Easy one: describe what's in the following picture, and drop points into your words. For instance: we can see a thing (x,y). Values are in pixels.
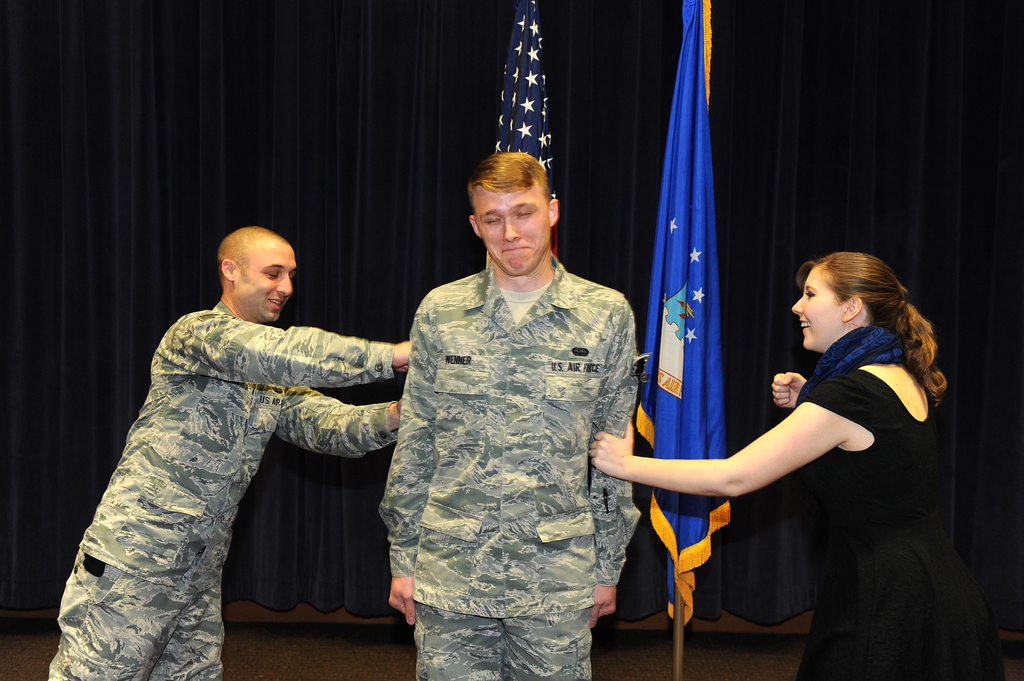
In the middle of the picture (546,407), we see a man (546,421) in the uniform (546,439) is standing and he is smiling. On the left side (291,391), we see a man (223,425) in the uniform (222,437) is standing and he is smiling. He is trying to hold the hands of the man (425,414). On the right side (929,465), we see a woman (903,444) in the black dress (923,463) is standing and she is smiling. She is holding the hand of the man (521,192). Behind him, we see the flag poles (699,240) and the flags (511,127) in white, blue and yellow color. In the background (329,282), we see a curtain (136,191) or a sheet (102,211) in blue color.
